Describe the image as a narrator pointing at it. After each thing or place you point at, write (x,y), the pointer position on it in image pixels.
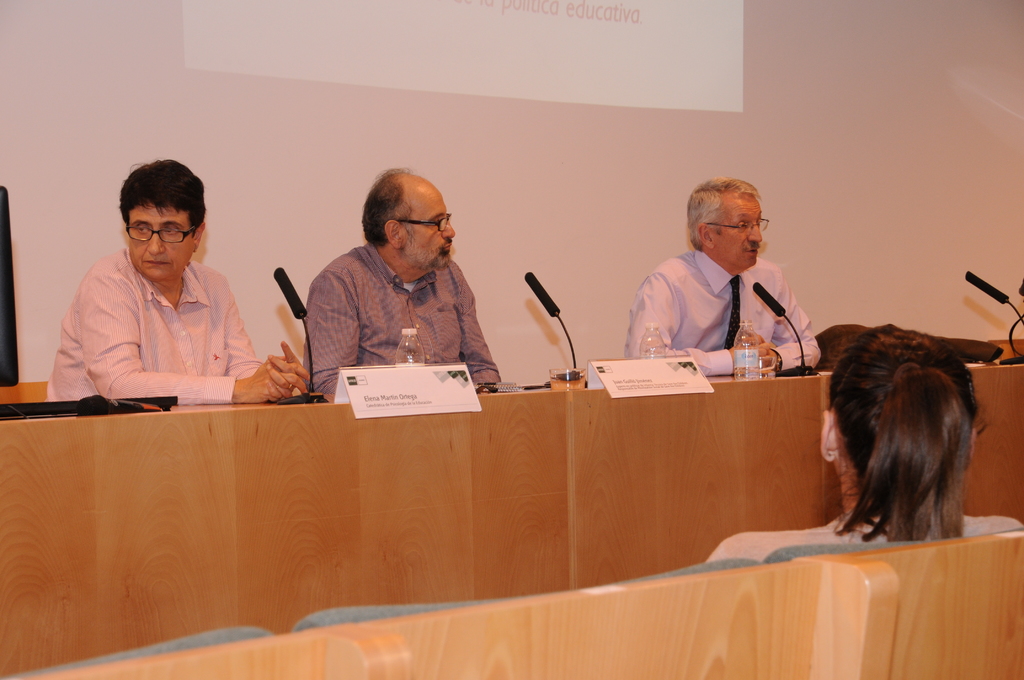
In this image I can see in the middle (380,316) two persons (324,295) are there, they wear shirts (317,360), spectacles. On the right side (754,292) a man (692,318) is speaking in the microphone (756,292) and here a person (761,550) is sitting on the chair (852,556) and looking at him. At the top (534,4) it is the projector screen (621,90).
